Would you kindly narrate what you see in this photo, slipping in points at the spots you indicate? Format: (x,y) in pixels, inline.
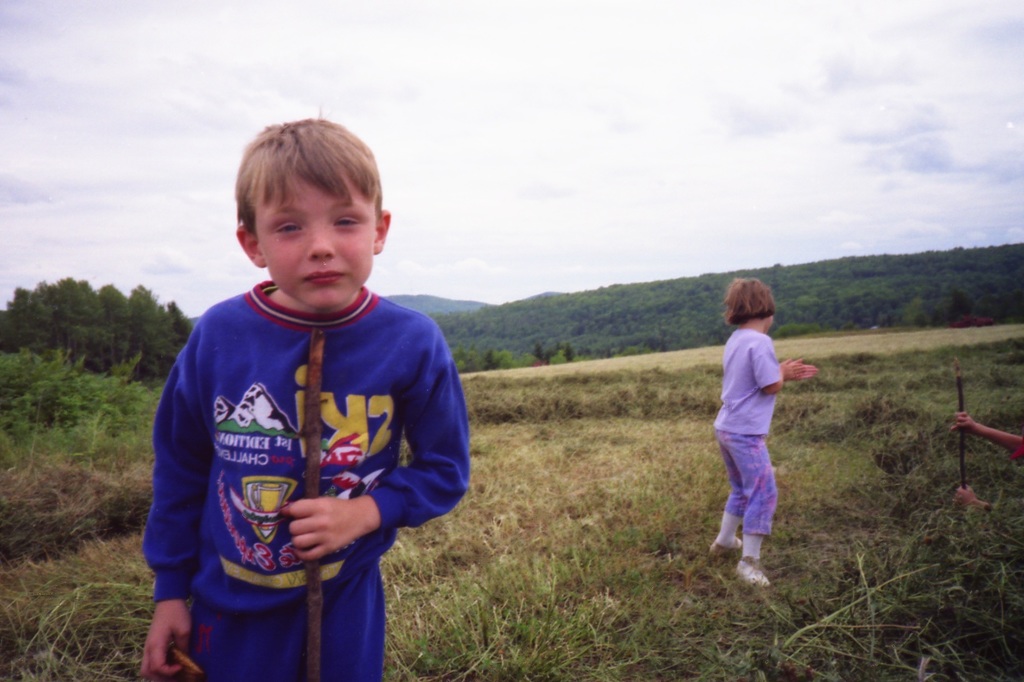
This picture is clicked outside. On the left (257,266) there is a kid (265,328) wearing blue color t-shirt (285,345), holding a stick (320,369) and standing on the ground (462,565). On the right (738,363) there is another kid (763,434) wearing t-shirt (745,430) and seems to be standing on the ground (745,593). On the right corner (986,432) we can see the hands (974,493) of a person (1003,437) holding some object (960,404). The ground (834,510) is covered with the grass (644,437). In the background (660,190) there is a sky (439,238), trees (79,318), hills (449,328) and plants (134,457).
